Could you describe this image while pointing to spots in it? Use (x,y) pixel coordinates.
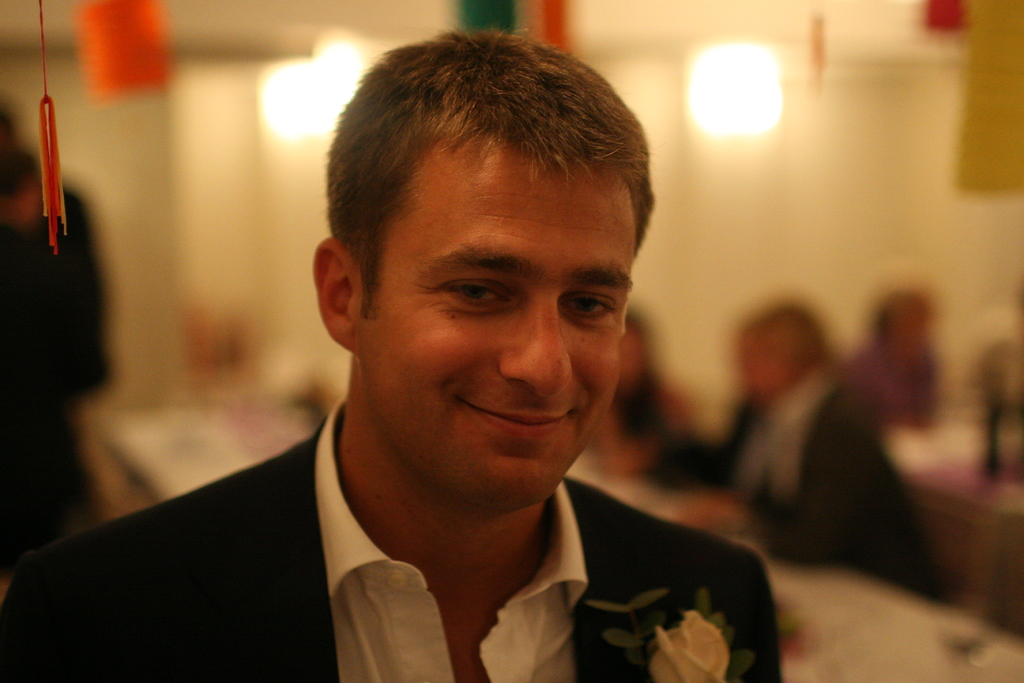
In this picture there is a man (529,618) who is wearing suit (578,641). Here we can see a flower (688,640). On the background (907,542) we can see group of persons (861,405) sitting on the chair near to the table (883,632). On the top (741,123) we can see lights (729,119).
